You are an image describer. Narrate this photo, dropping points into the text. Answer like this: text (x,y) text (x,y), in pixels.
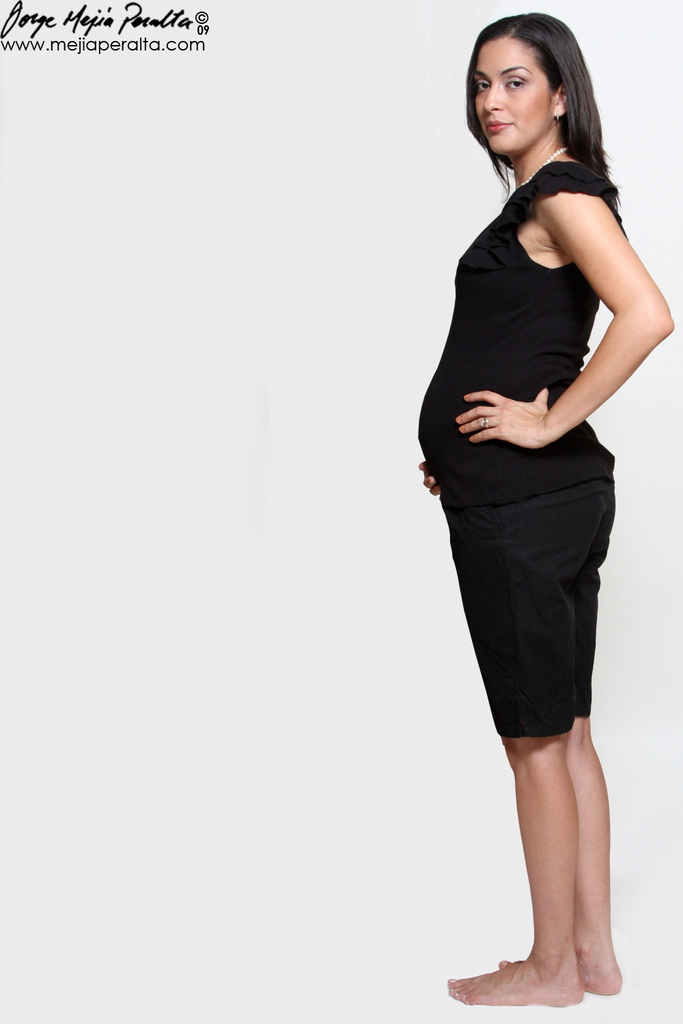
In this image there is a person (574,267). There is some text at the top of the image (142,41).
